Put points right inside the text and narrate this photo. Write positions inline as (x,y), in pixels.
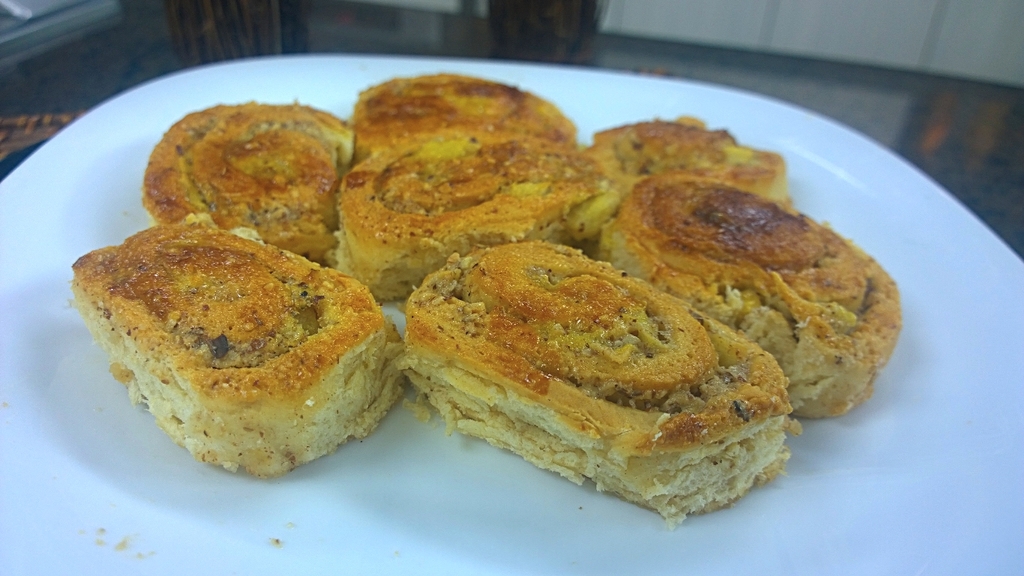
In the picture there is a plate (147,120) with the food item (421,265).
